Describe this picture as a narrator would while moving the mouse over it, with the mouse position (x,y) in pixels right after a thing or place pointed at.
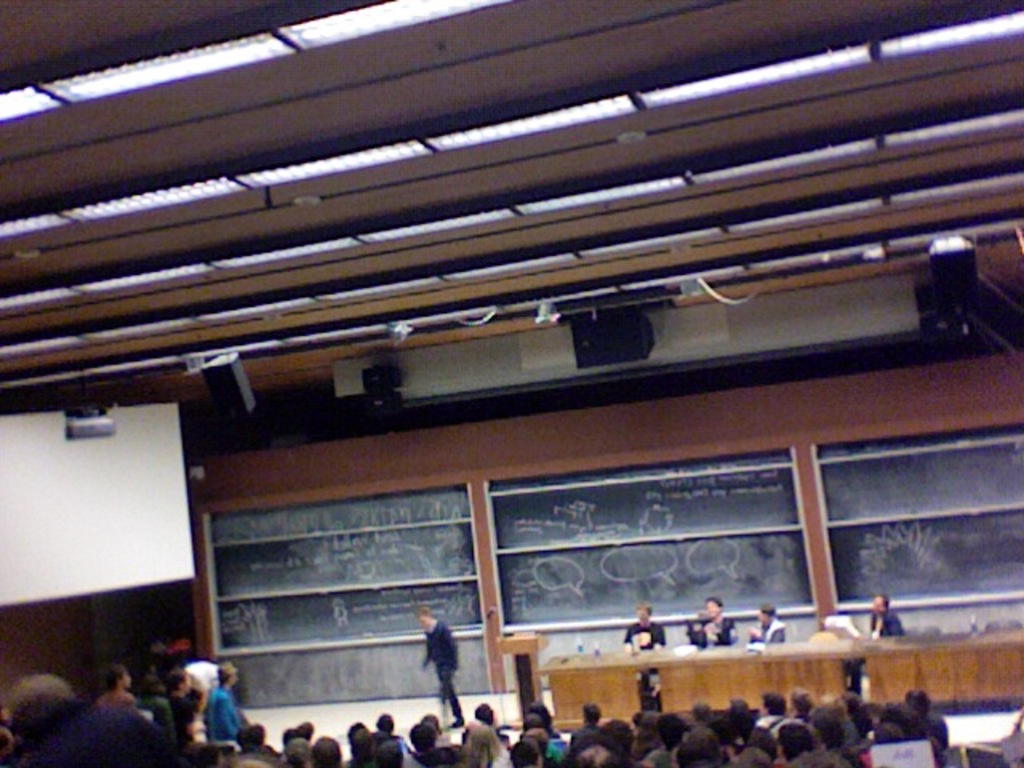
In this picture I can see a few people (543,711) sitting on the chairs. I can see the podium (511,649). I can see wooden desk (673,661). I can see a few people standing on the left side (238,699). I can see the boards (575,539). I can see light arrangements (397,283) on the roof (417,256).
